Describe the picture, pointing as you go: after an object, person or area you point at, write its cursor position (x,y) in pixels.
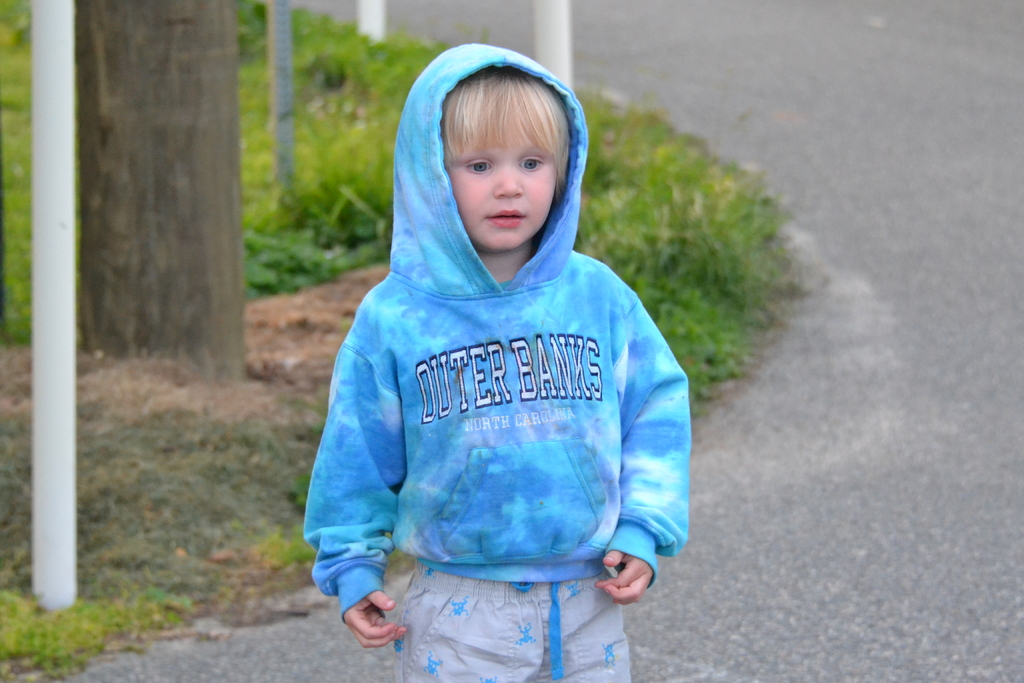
In this picture there is a boy (517,289) with blue jacket (462,282) is standing on the road (675,615). At the back (58,47) there is a tree (185,238) and there are poles (57,84). At the bottom (869,572) there is a road (911,265) and there is grass (301,111) and there is ground (126,426).
